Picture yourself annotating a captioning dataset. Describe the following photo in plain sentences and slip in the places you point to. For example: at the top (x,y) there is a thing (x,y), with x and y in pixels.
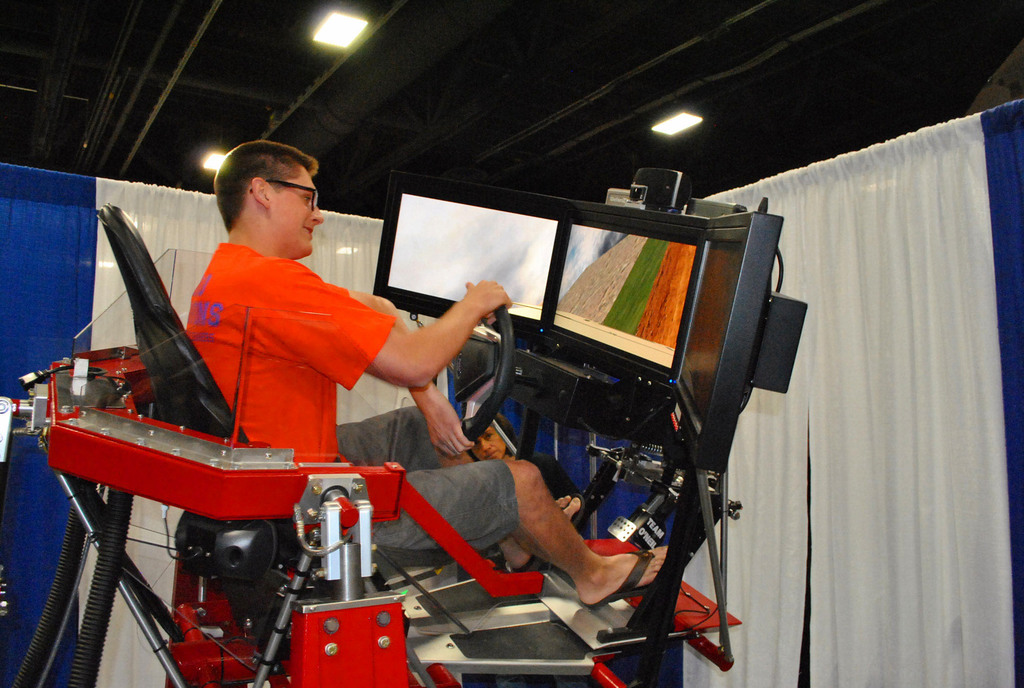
In this picture we can see a man (265,421) is sitting on a machine (179,533) and holding a steering (482,356). In front of the man (482,300) there are screens (737,315) and curtains (911,436). There are ceiling lights (332,37) on the top (334,24).
